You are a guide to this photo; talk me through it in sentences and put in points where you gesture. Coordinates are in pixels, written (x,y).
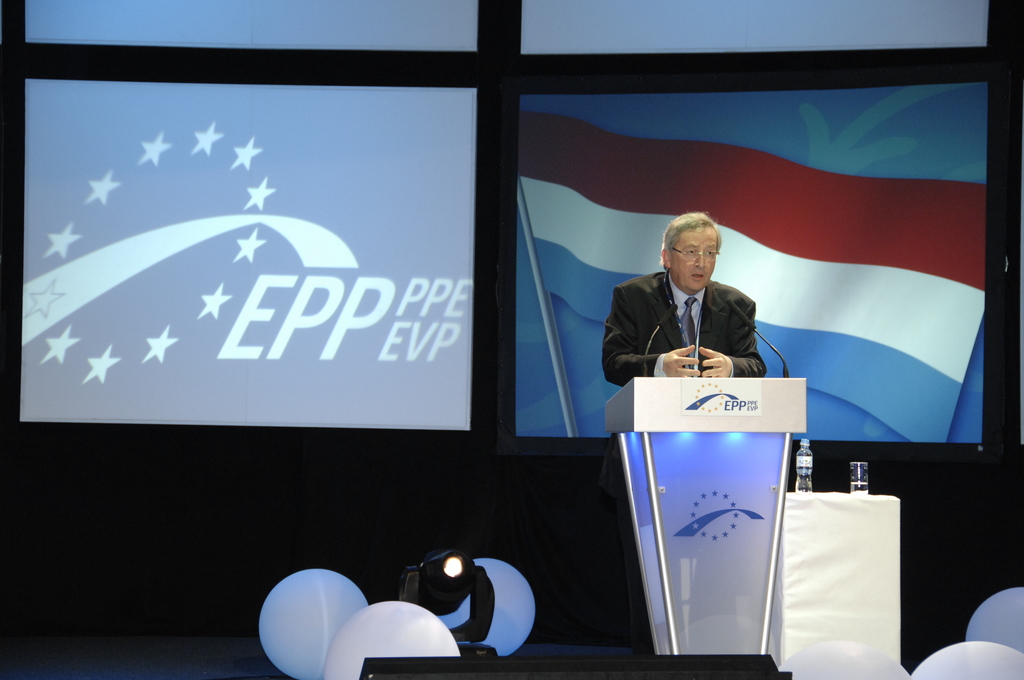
In this there is a man (693,285) speaking, there is a mike (657,325), there is a light (449,571), there are balloons (356,601), there is a flag (816,257), there is a glass (859,480), there is a water bottle (805,469).
